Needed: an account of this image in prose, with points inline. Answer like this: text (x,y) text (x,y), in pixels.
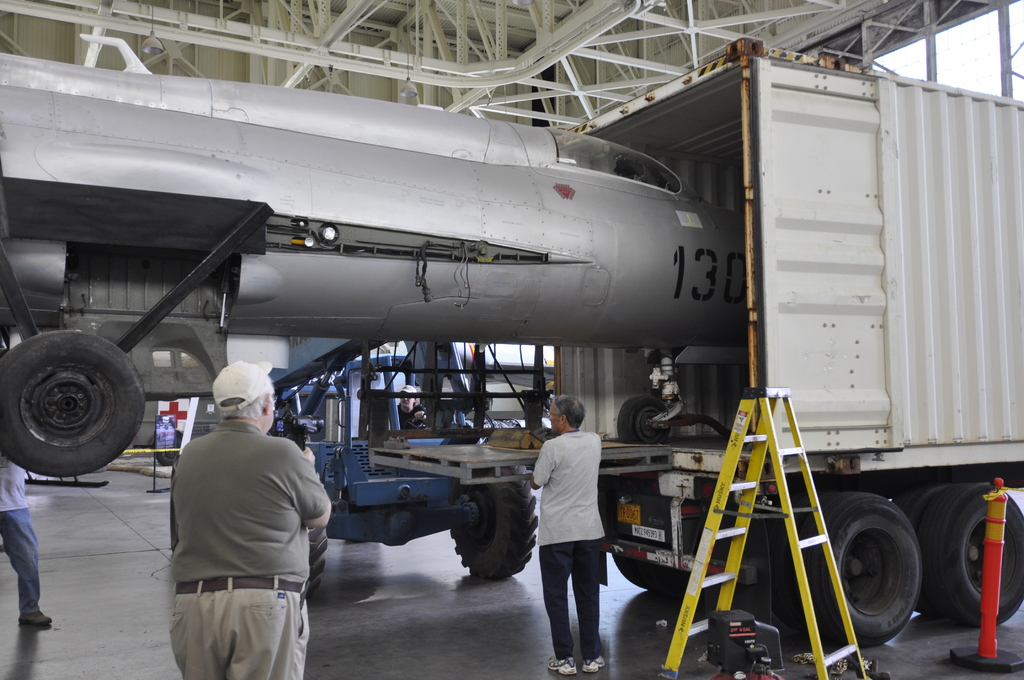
This image is taken indoors. At the bottom of the image (365,567) there is a floor (145,576). At the top of the image (257,23) there is a roof (607,2) and there are many iron bars (592,46). In the middle of the image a truck (955,460) is parked on the floor (88,532). There is a ladder (730,536) and there are a few objects (745,644) on the floor (943,626). There is an airplane (307,244) and there is another vehicle (375,467) parked on the floor (523,575). A few people (240,515) are standing on the floor (486,598).
